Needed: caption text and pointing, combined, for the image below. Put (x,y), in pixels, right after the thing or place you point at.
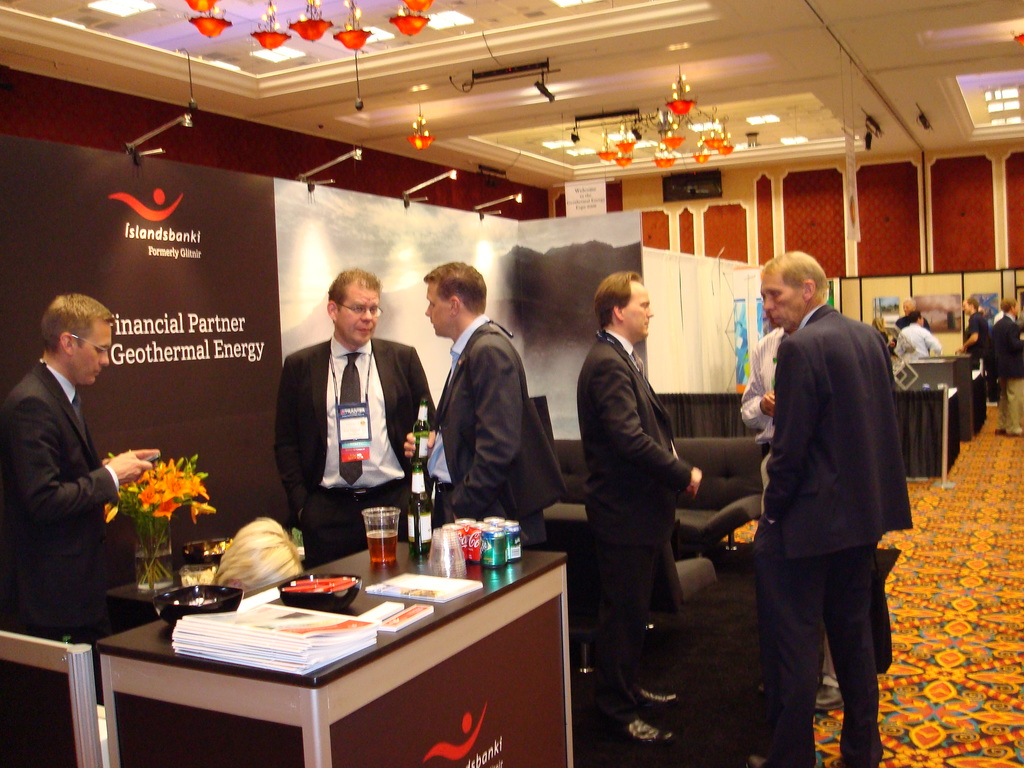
In this image we can see some people (659,482) in a room (443,644) and there is a board (145,375) with some text (193,351) and on the left side of the image (326,703) we can see a table (420,678) with bowls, tins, papers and some other objects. There is a flower vase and we can see the chairs (705,508) and some objects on the floor (944,749) and we can see the chandeliers (663,168) attached to the ceiling (266,104).
